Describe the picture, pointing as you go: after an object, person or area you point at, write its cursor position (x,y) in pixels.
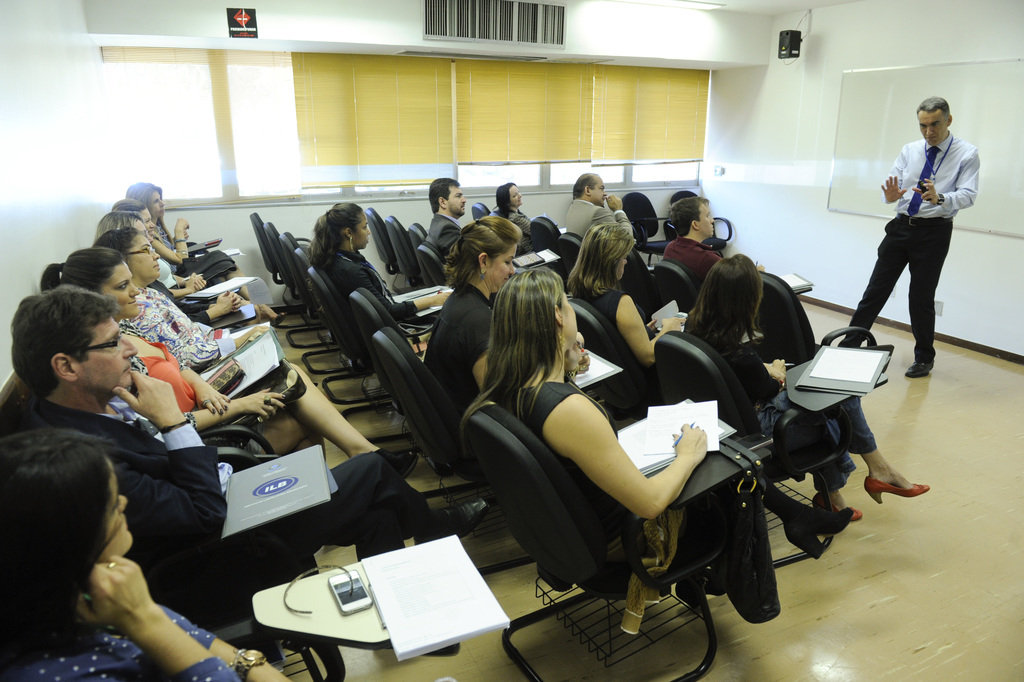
This is an inside view of a room (189,508). In the middle of the image (616,323) few people (110,337) are sitting on the chairs (210,611) facing towards the right side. They are holding few papers (630,437) in their hands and looking at the man (942,190) who is standing on the right side (935,291) and speaking. At the back of this man (944,123) there is a board (878,92) attached to the wall (788,106). In the background (522,146) there are few windows (275,129).
